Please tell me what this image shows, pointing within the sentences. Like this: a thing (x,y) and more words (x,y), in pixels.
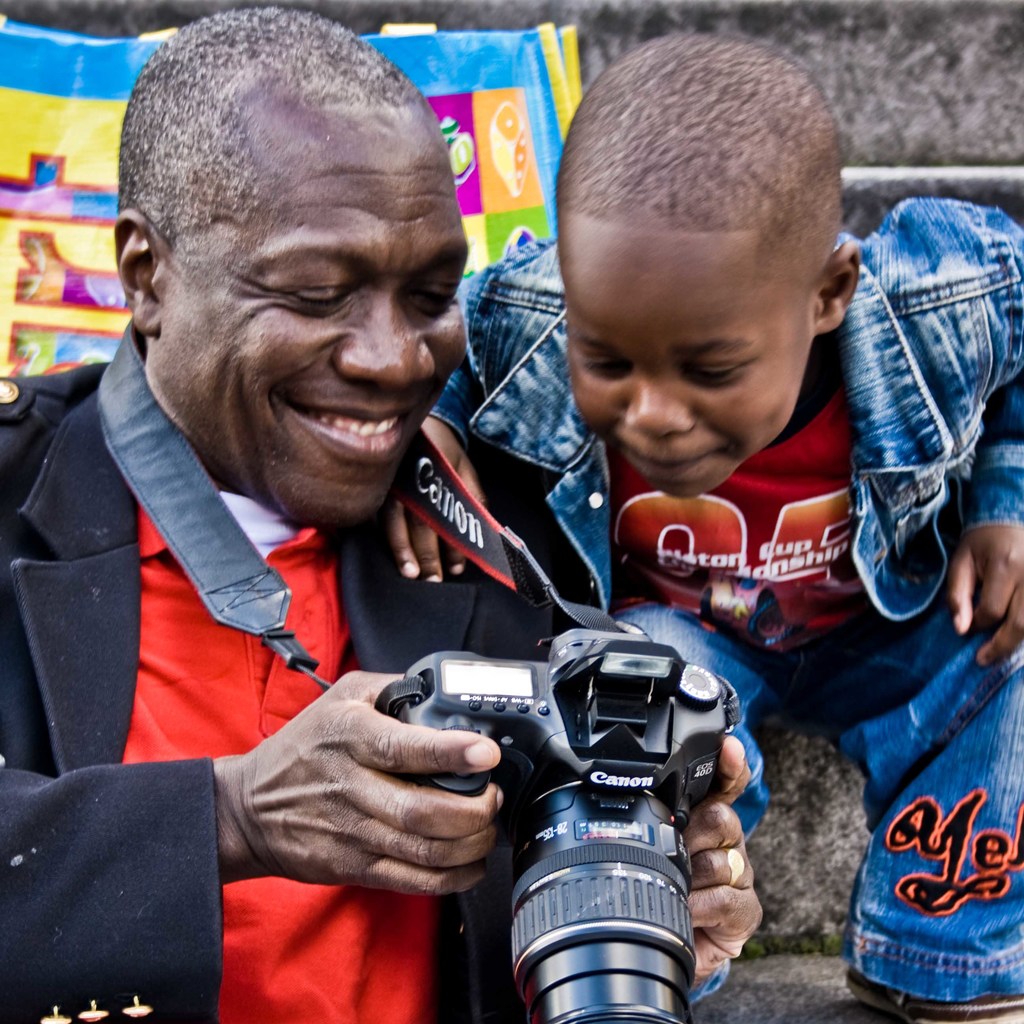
In this image, man (375,589) and boy (684,564) was seeing in camera. they both wear colorful dresses (452,630). Back Side we can see a banner (521,221).
